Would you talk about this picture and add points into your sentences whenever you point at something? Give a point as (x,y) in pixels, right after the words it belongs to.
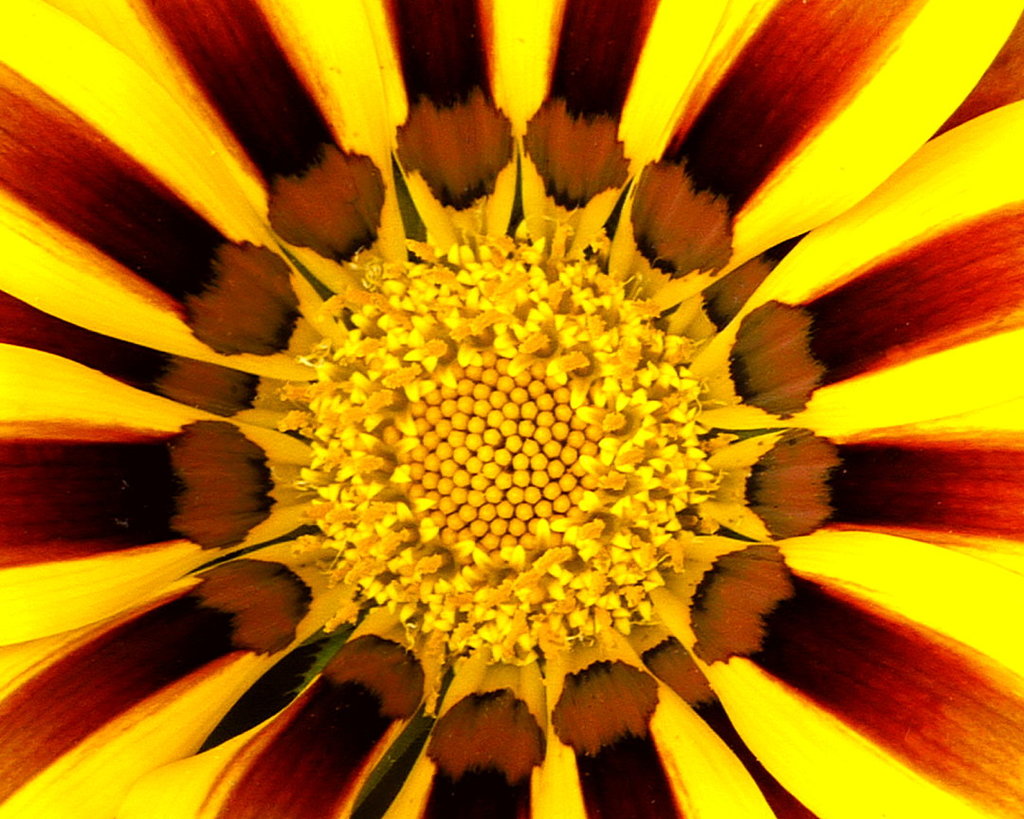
This image is a zoomed in picture of a flower (340,523).
